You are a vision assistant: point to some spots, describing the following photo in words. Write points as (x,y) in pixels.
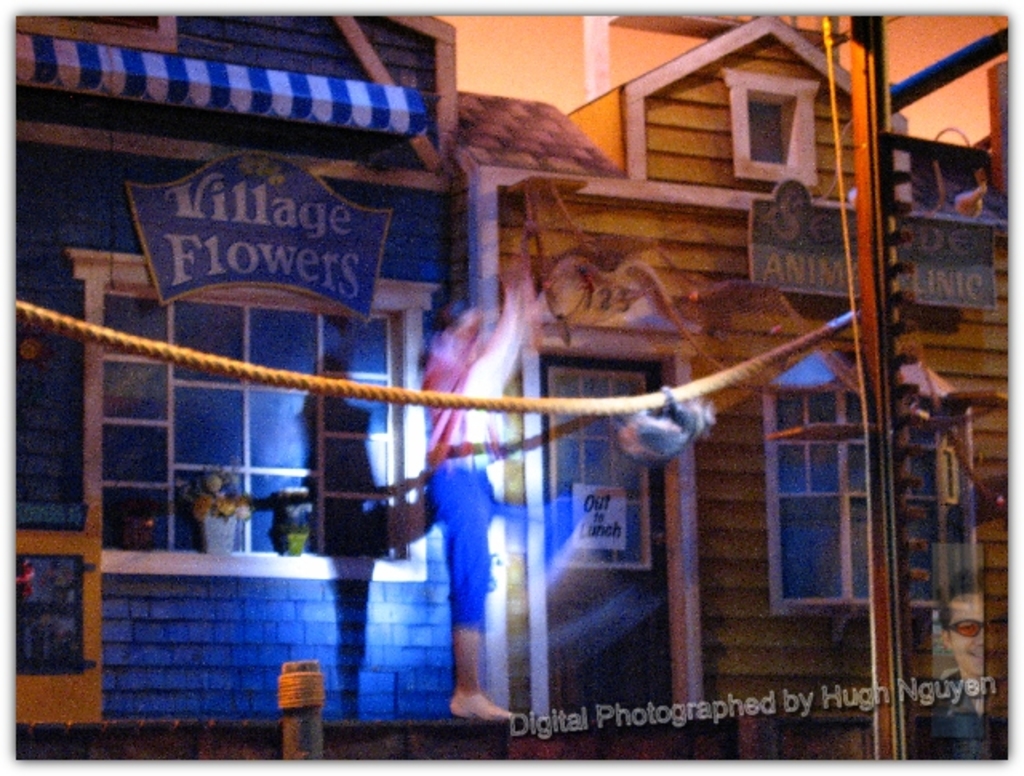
In this image we can see a person (482,423) wearing pink color top (468,415), blue color pant (454,510) standing, in the foreground of the image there is rope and in the background of the image (416,284) there are some houses (203,442).
